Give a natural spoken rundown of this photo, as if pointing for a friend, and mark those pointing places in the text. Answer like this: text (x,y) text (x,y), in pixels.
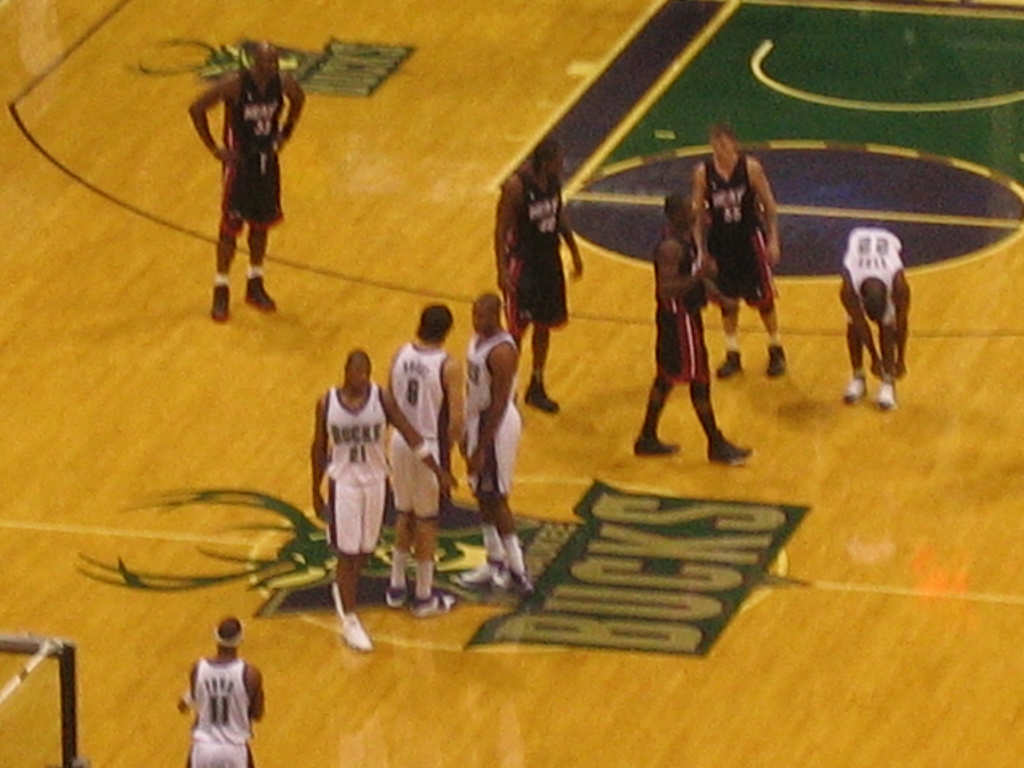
In the image we can see there are people (451,358) standing on the floor (579,654) and it's written ¨Bucks¨ on it.
